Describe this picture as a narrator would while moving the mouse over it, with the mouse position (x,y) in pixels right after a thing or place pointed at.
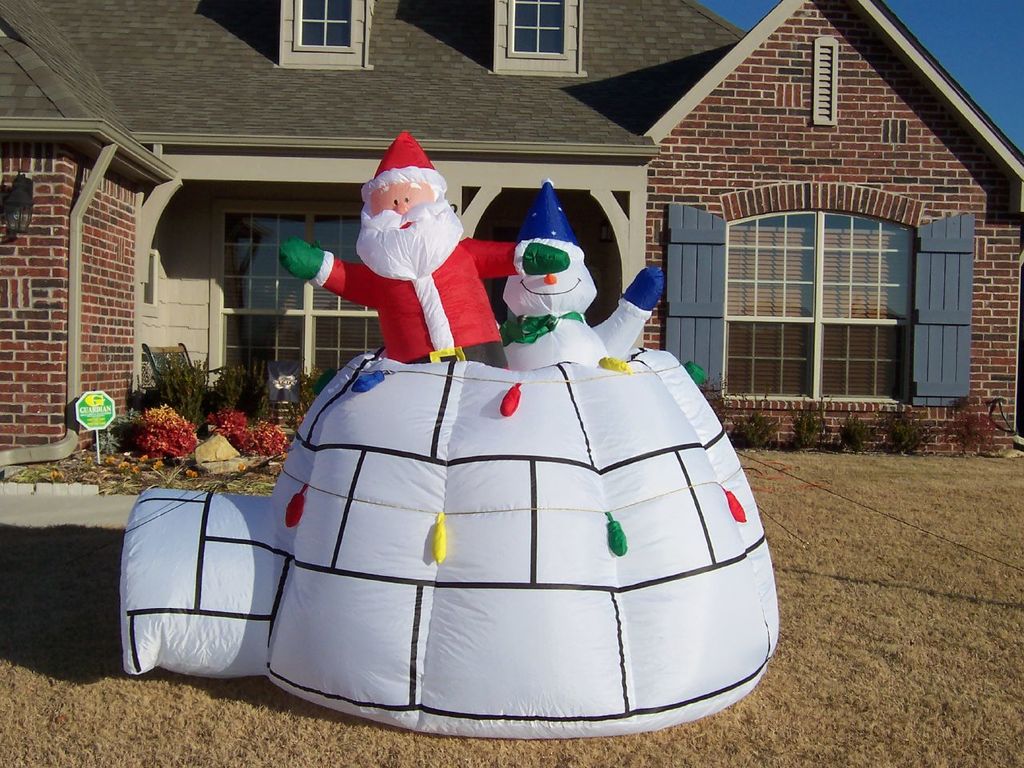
We can see balloon toys (581,430) and grass (877,542). In the background (121,396) we can see board (100,426) with pole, plants (137,457), house (484,162), light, windows (787,319) and sky (962,42).
